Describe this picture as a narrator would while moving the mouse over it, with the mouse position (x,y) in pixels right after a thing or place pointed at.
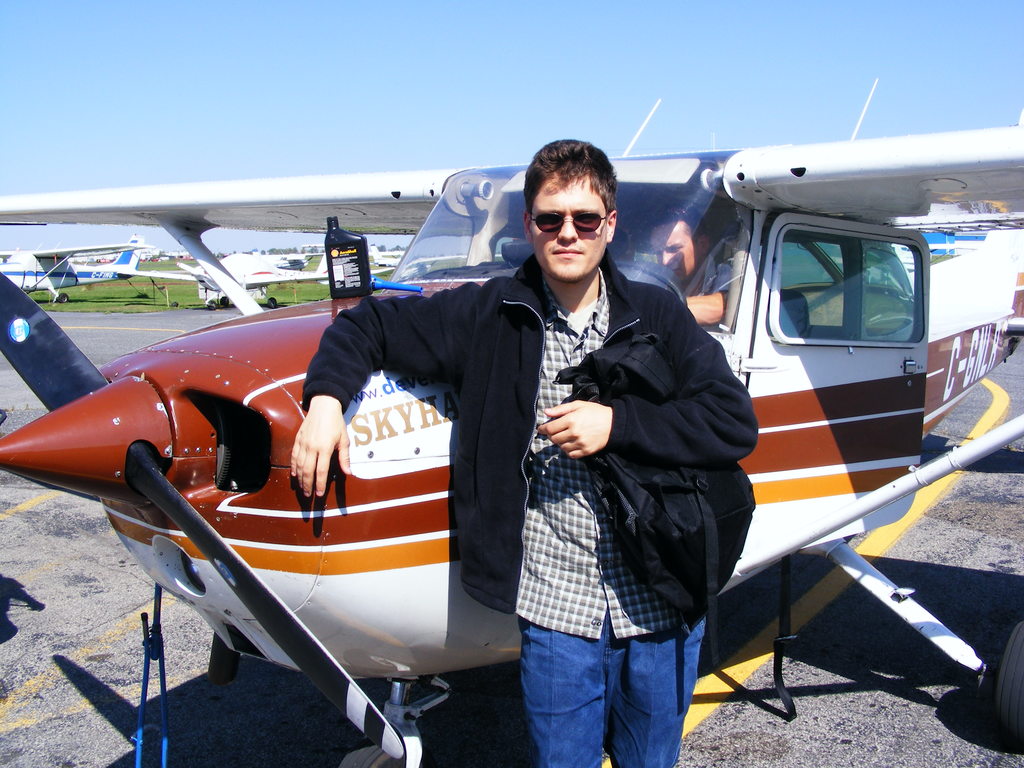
In this picture we can see some planes (15,199) and one person (554,455) is standing side of a plane (484,270) and holding bag (639,489).
